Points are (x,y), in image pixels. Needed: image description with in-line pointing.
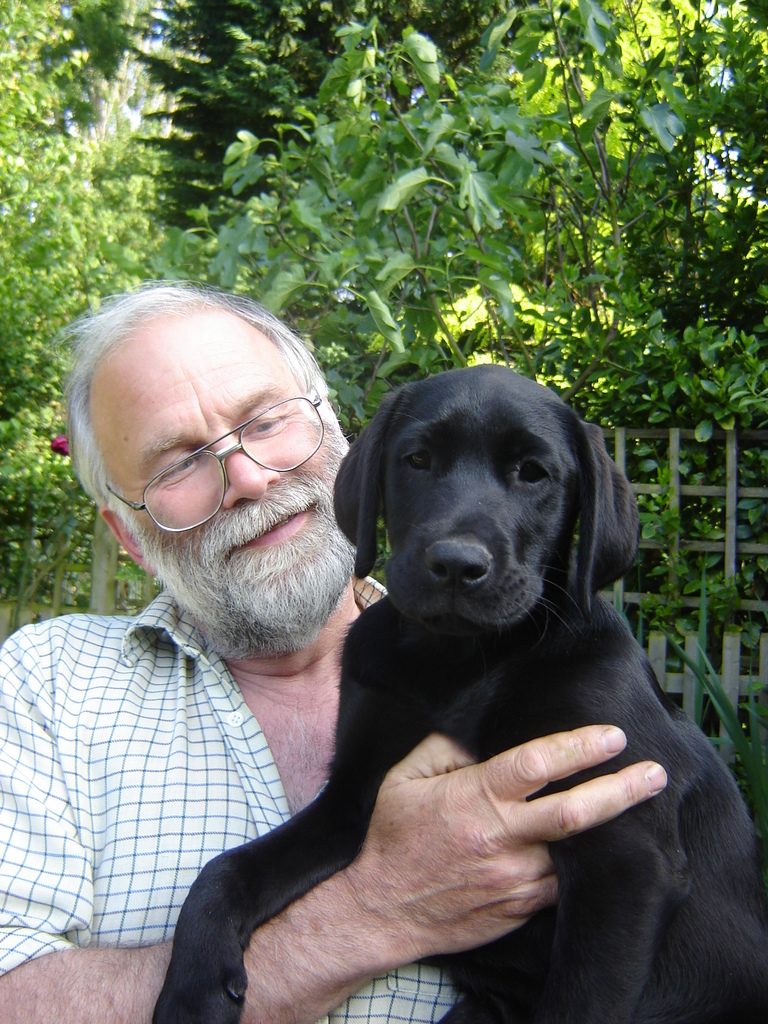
In this image we can see an old man (40,822) holding a dog (599,690) in his hand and behind him there are trees (472,41) and plants (579,275).
